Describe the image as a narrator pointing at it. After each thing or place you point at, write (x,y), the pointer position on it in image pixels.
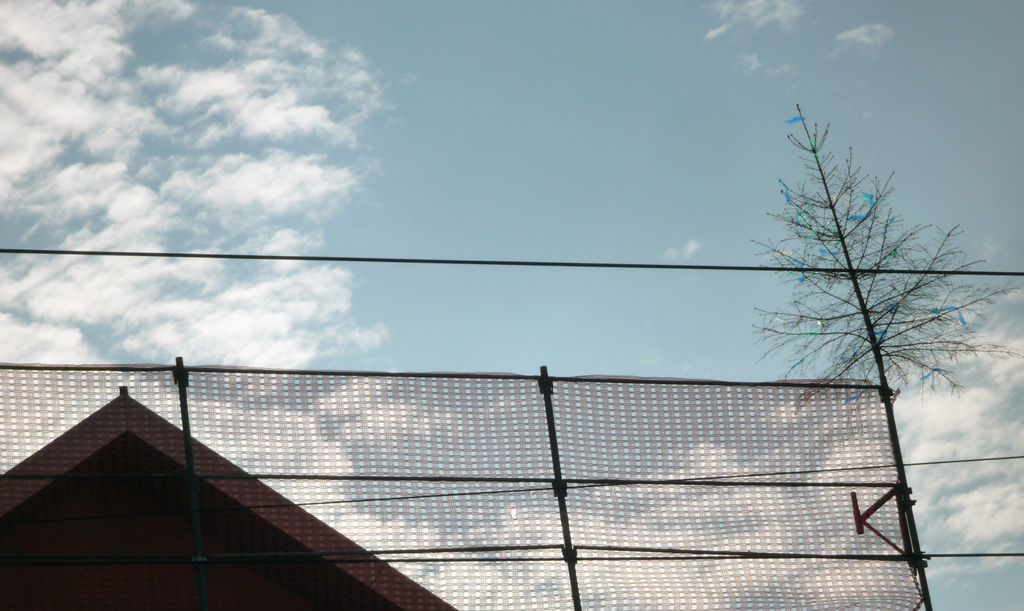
In the foreground of this image (418,468), it seems like cloth (521,433) tied to the rod (533,549). In the background (286,563), there is a house (270,524), tree (830,284), sky (391,141) and the cloud (179,171).
